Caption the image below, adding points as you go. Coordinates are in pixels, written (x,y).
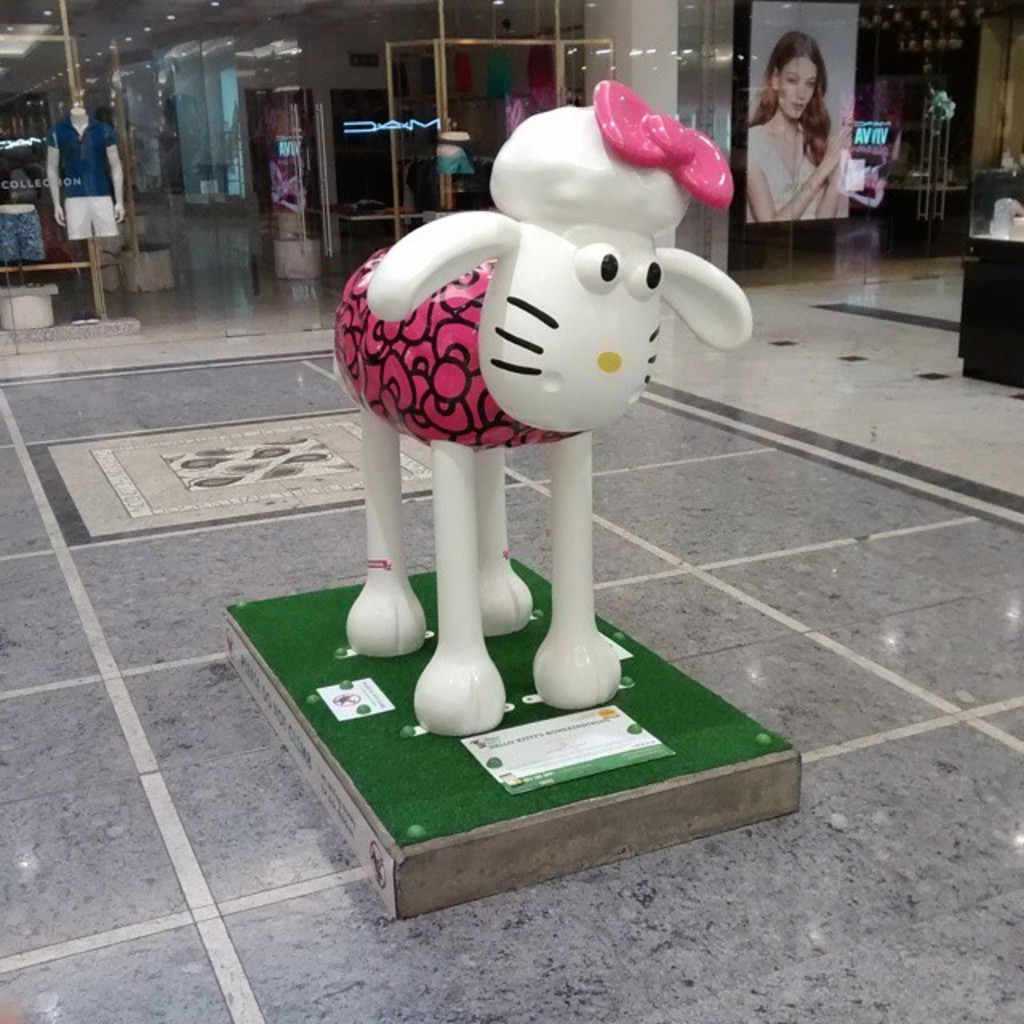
In the center of the image (620,406) we can see a toy (428,374). In the background (152,26) we can see the clothing stores (214,126). We can also see a woman poster (806,82) attached to the glass door (755,224). At the bottom (678,977) there is floor (94,739).
